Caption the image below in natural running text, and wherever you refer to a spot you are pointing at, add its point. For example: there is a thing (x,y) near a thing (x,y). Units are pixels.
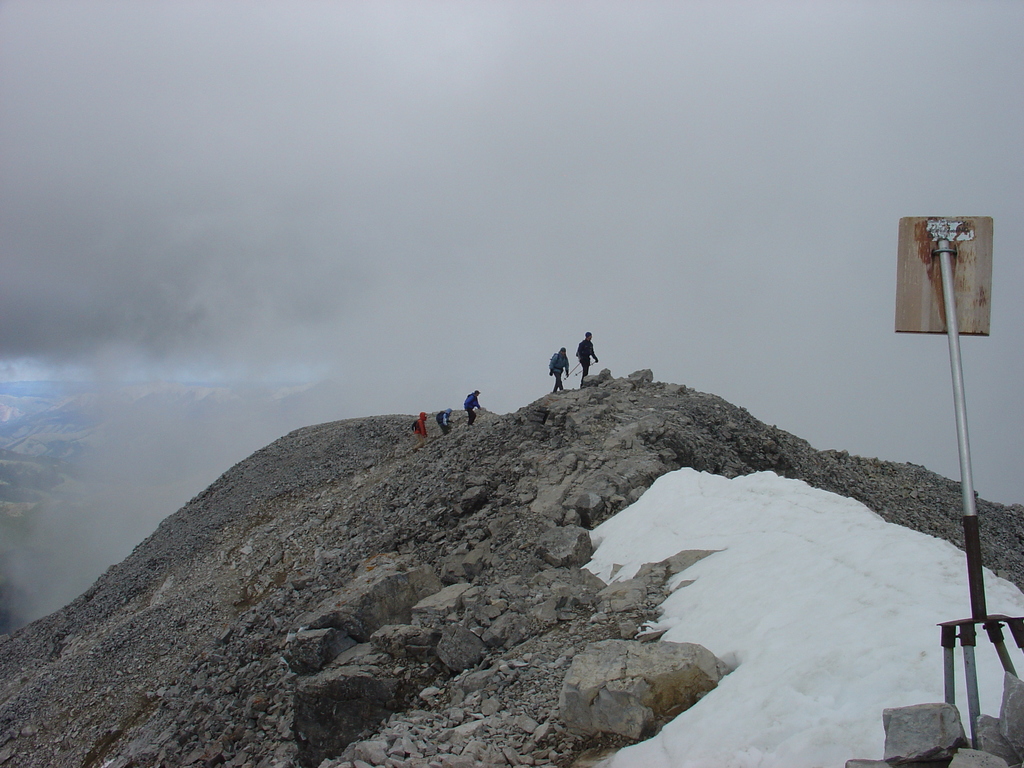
In this image we can see rocks (723,470), people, snow (686,763), pole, and a board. In the background (387,255) there is sky (699,247) with clouds (761,298).
